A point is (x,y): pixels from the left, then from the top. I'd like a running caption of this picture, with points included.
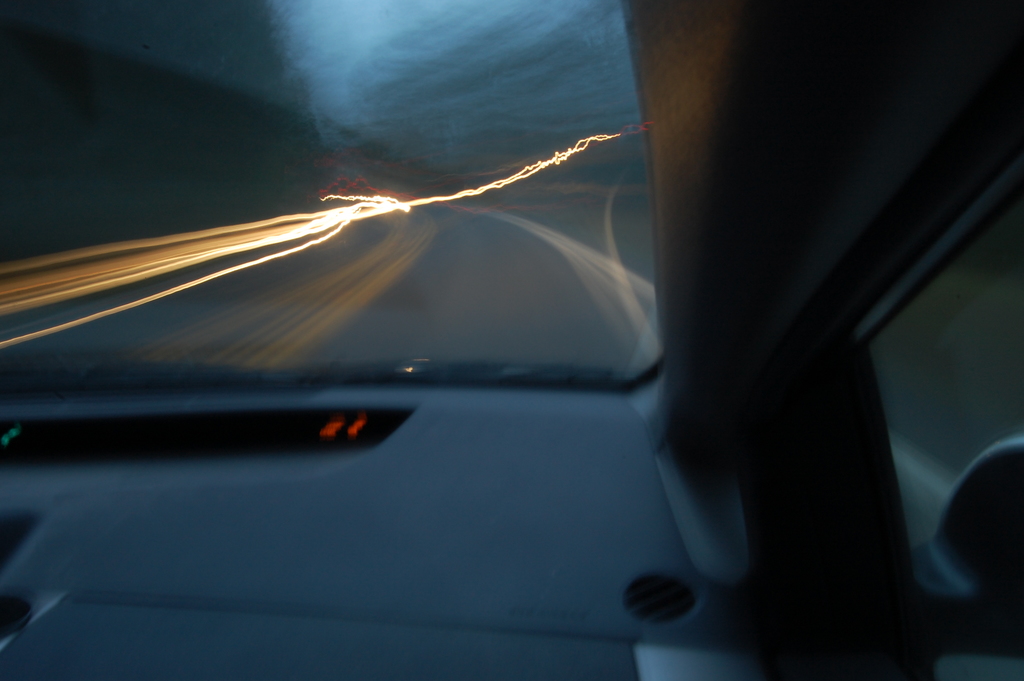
In this image I can see a vehicle (480,463) which is in grey color. Background (397,75) is blurred.
